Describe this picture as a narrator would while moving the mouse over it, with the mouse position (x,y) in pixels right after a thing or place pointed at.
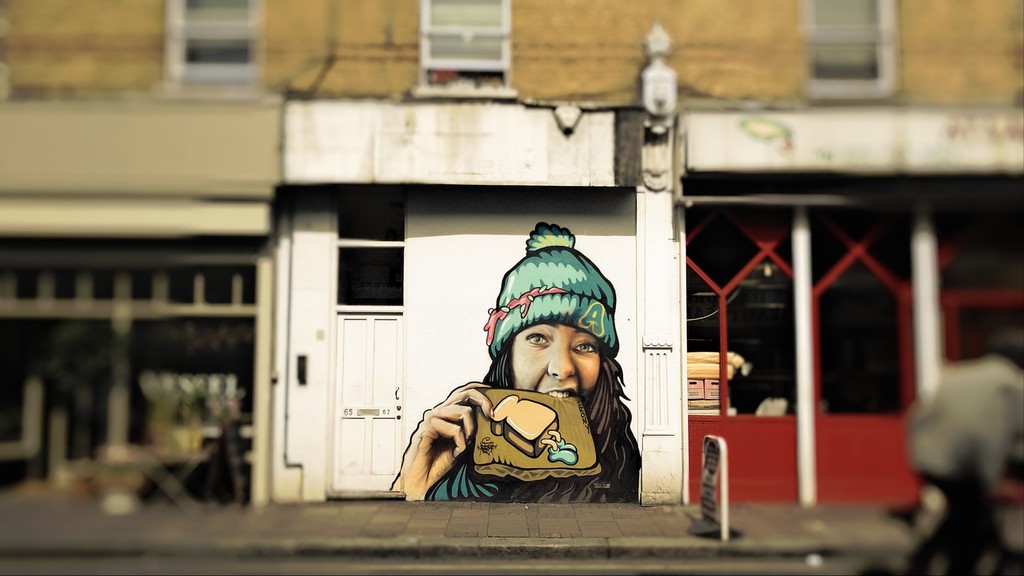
In the image we can see a building (488,146) and the windows (479,76) of the building (405,195), this is a door (394,381) and a wall (454,319). On the wall (450,296) there is a painting (534,386) of a girl (589,381), wearing clothes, hat (575,279) and holding a food item (509,426) in her hand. The corners of the image are blurred.
